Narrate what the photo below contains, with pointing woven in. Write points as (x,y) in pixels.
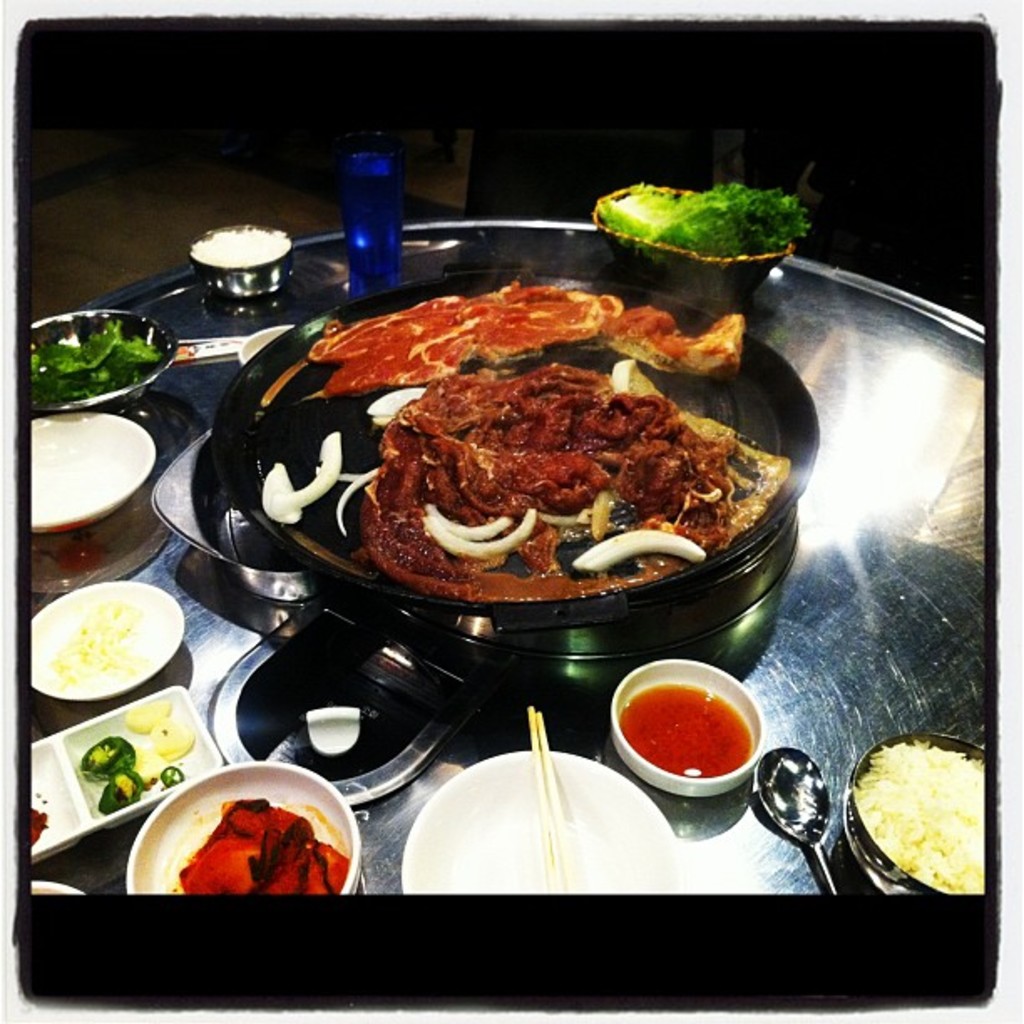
In this image we can see some food (479,585) in the containers (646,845).
